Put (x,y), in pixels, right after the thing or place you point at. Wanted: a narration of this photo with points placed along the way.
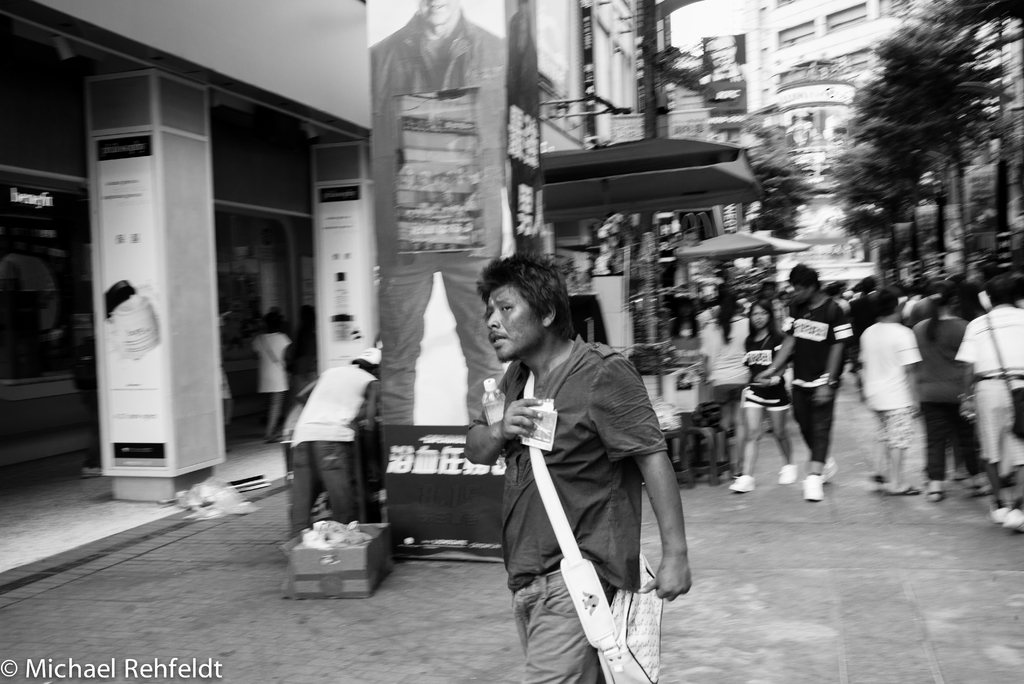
This is a black and white image, in this image there are group of people (892,336) walking and in the foreground (610,429) the person (595,537) who is walking and he is wearing a bag (536,458) and holding a bottle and some cards (555,421). On the left side (156,242) there are some buildings (353,274), hoarding (401,351), box (319,551) and some other objects (622,144). And on the right side (841,184) there are trees (975,134), buildings (807,172). At the bottom (838,568) there is walkway (888,596), and at the bottom of the image (90,669) there is text (101,671).
